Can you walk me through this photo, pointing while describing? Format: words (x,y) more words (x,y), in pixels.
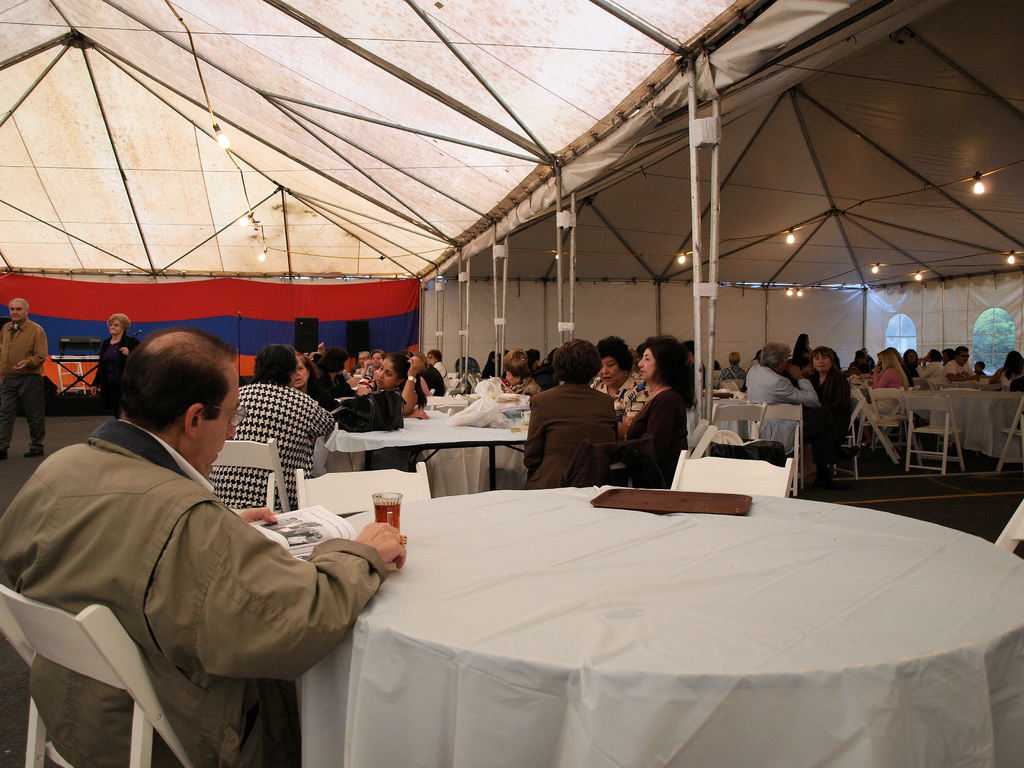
In this picture we can see few persons (535,377) sitting on chair (386,485) in front of a table (405,528) and on the table (468,540) we can see glasses (387,519) and few persons (543,414) are talking to each other. Here we can see two persons (111,345) walking. these are lights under the tent (515,91). These are pillars (693,185).
